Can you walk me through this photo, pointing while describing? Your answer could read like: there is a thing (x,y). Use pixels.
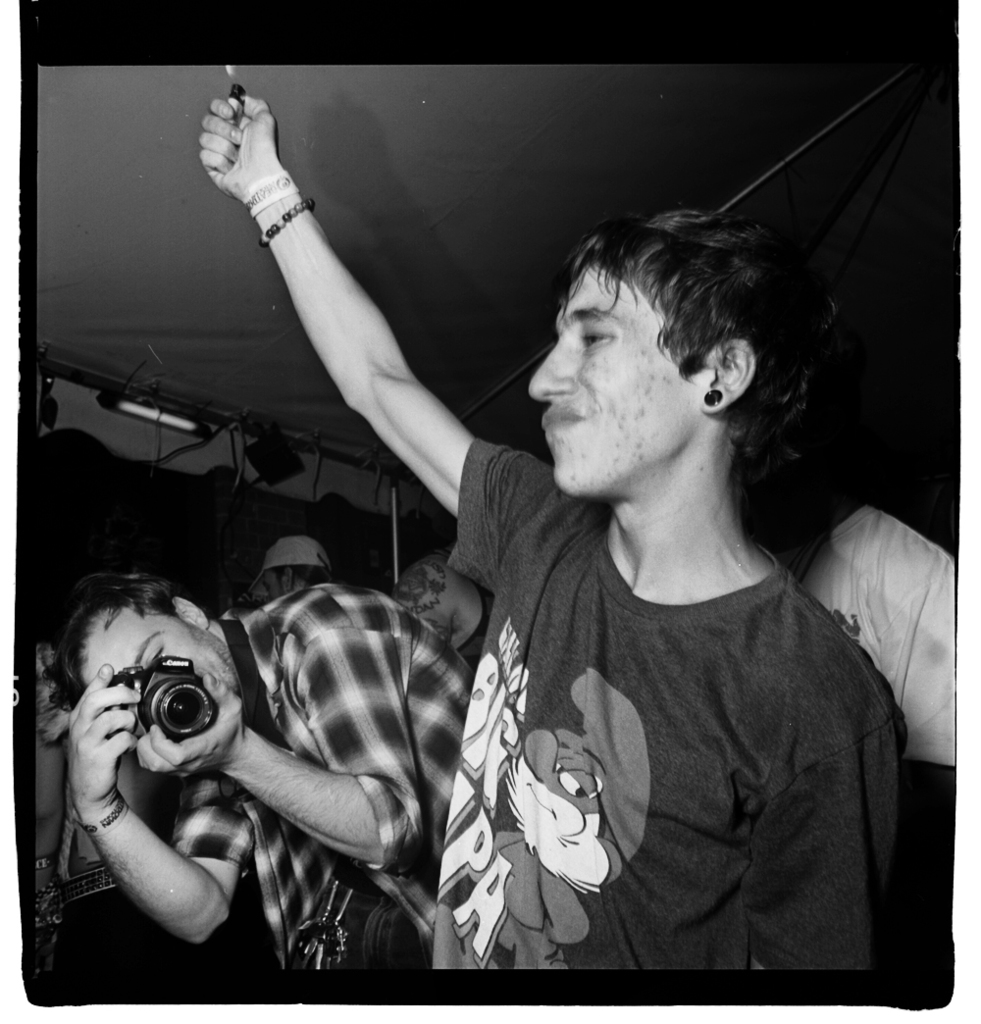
In the center of the image (627,679) there is a boy (573,680) standing and holding a lighter (238,110) in his hand (252,110) beside him there is another man (333,756) who is holding camera (211,725) in his hand (225,723) he is wearing a bag (403,899). In the background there are many people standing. At the top (597,167) there is a tent (467,187).
